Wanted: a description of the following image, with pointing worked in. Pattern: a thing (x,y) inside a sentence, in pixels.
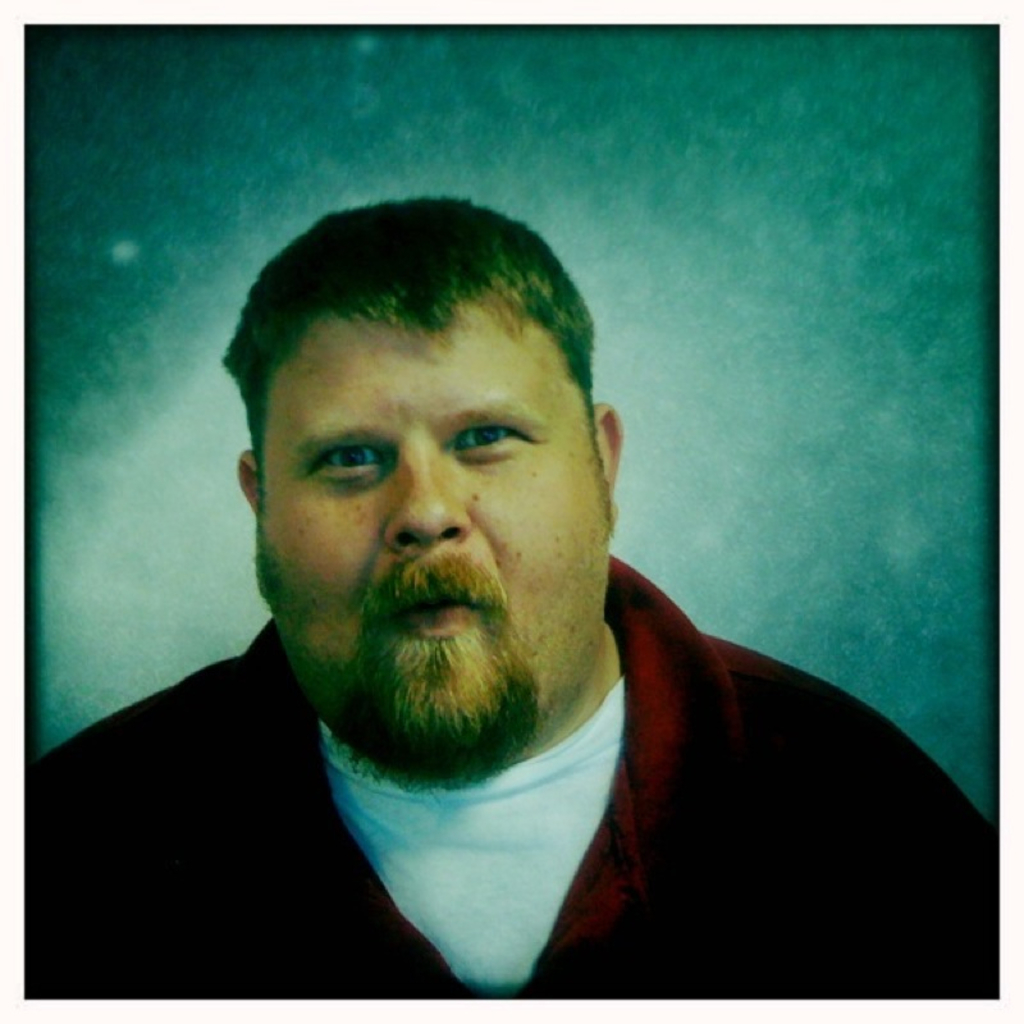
In this image, we can see a person (695,810) wearing clothes (121,786).
